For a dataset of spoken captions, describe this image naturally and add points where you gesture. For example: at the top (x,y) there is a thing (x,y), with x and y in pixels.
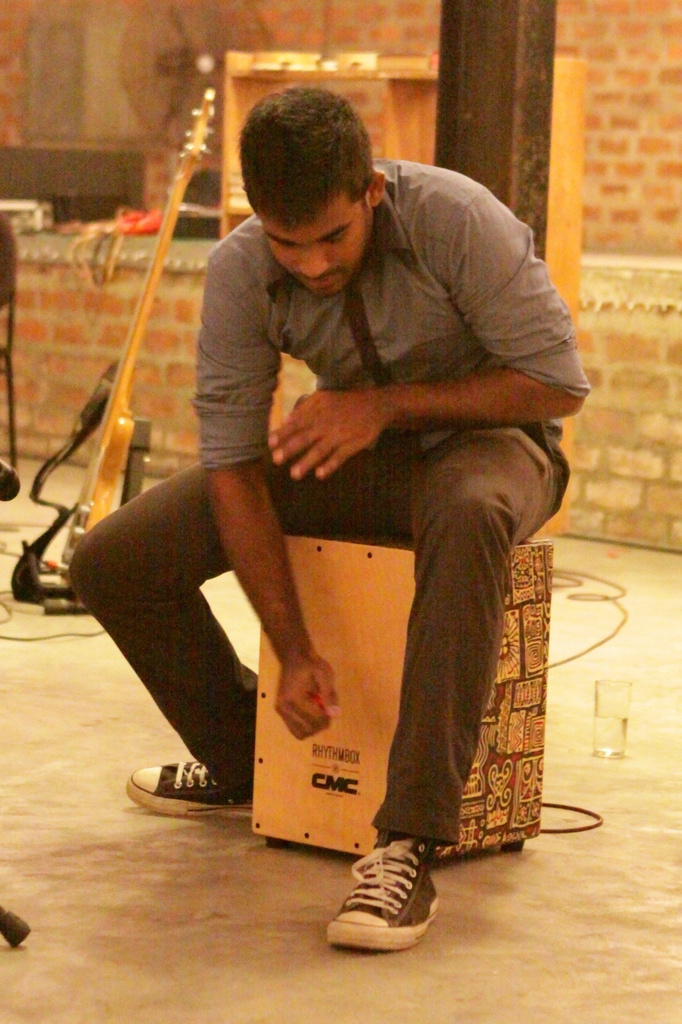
In the center of the image (265,556) we can see a man (427,535) is sitting on a wood (389,628). In the background of the image (652,12) we can see the wall (587,87), pole (462,129), rack (382,134), guitar (100,482). On the rack (274,90), we can see some objects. At the bottom of the image (197,922) we can see the floor (297,924), wires (8,604) and glass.
